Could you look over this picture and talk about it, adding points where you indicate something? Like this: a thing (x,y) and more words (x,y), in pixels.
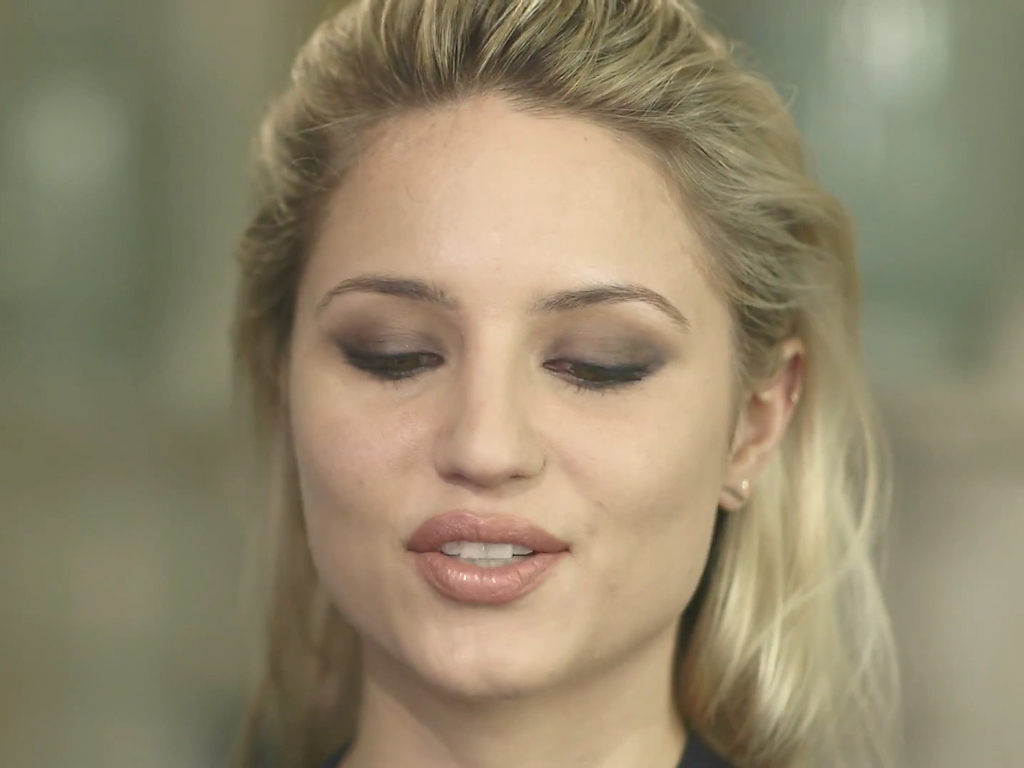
In this picture we can see a woman (552,486) and she is smiling and in the background (936,372) we can see it is blurry.
